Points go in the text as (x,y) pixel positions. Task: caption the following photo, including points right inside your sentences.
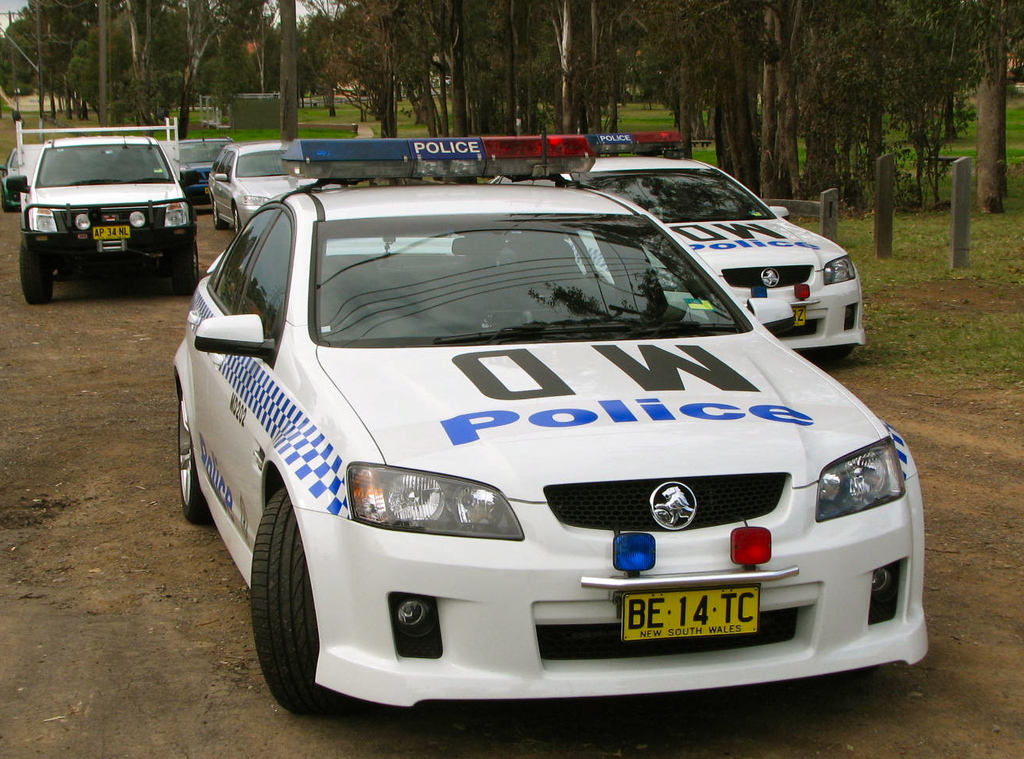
In this image we can see many cars (538,315). There are many trees (679,102) and plants (948,90). There is some text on the cars (648,428). There is a grassy land (986,261) in the image.
